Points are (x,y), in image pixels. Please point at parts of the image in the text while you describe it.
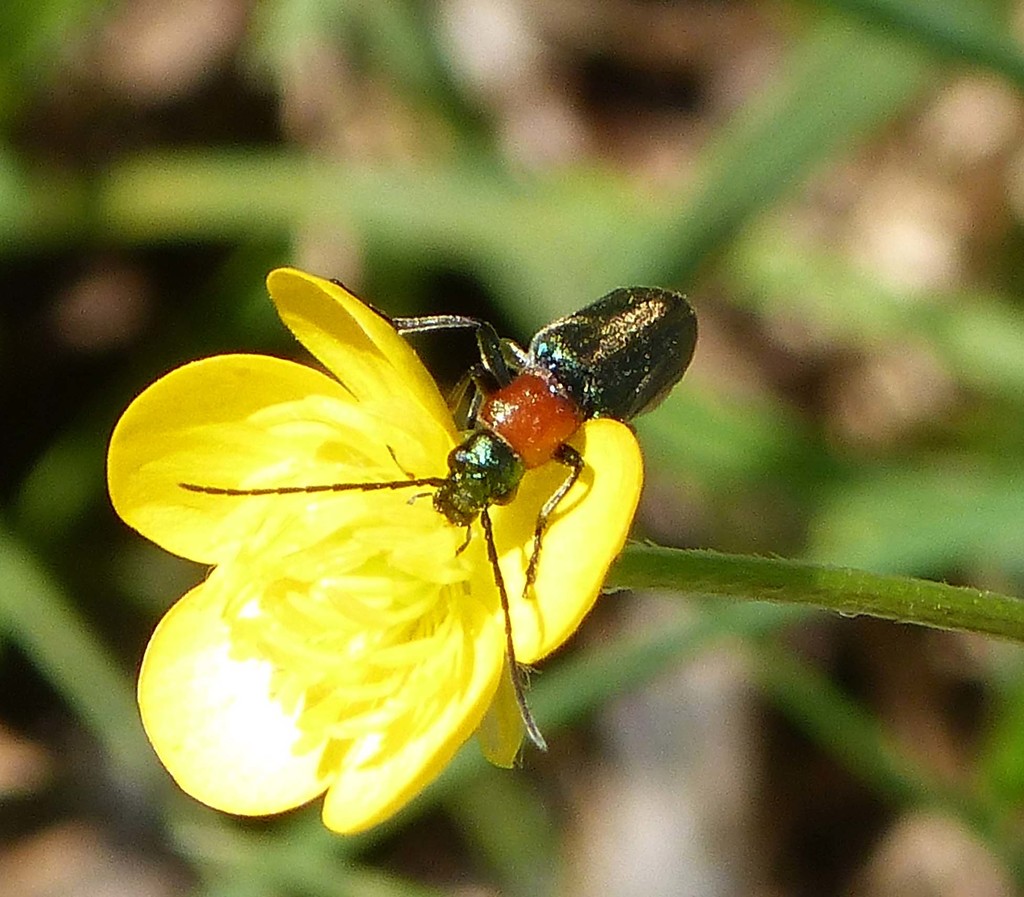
In this picture I can see a insect (629,403) on the flower (401,580) and I can see blurry background (455,30).
